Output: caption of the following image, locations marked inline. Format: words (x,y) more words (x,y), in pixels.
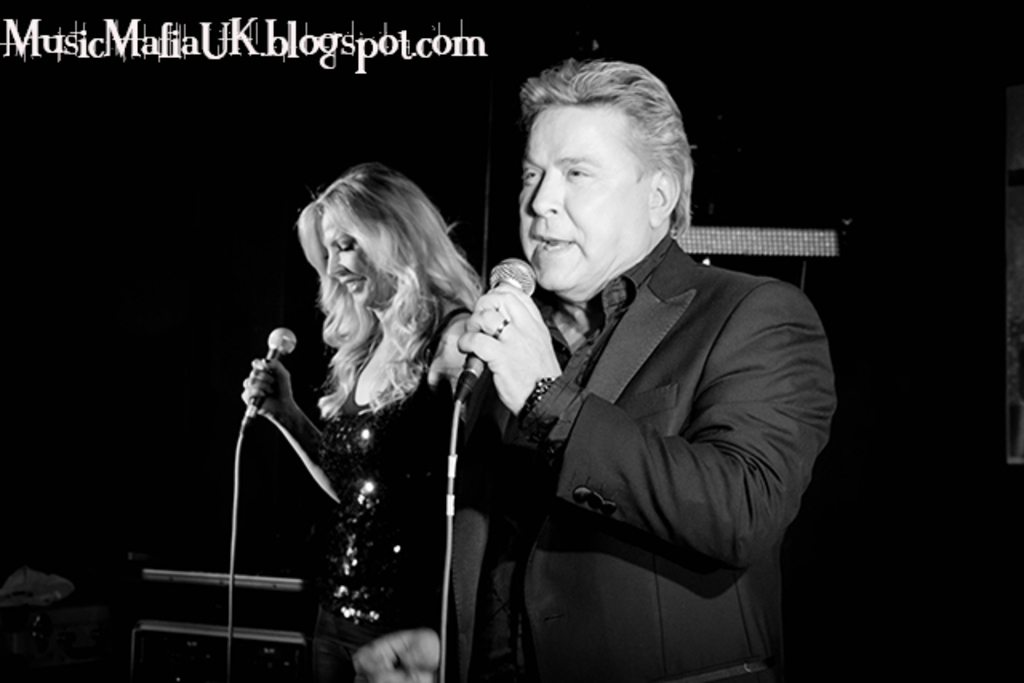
There is man (640,335) with black jacket (662,370) in the right side (692,454) is holding a mic (464,370) in his left hand (529,373). And to the left side (311,441) there is a lady (377,411) with the black dress (363,513). She is holding a mic (272,337) in her right hand (272,402). The man (570,295) is singing.
